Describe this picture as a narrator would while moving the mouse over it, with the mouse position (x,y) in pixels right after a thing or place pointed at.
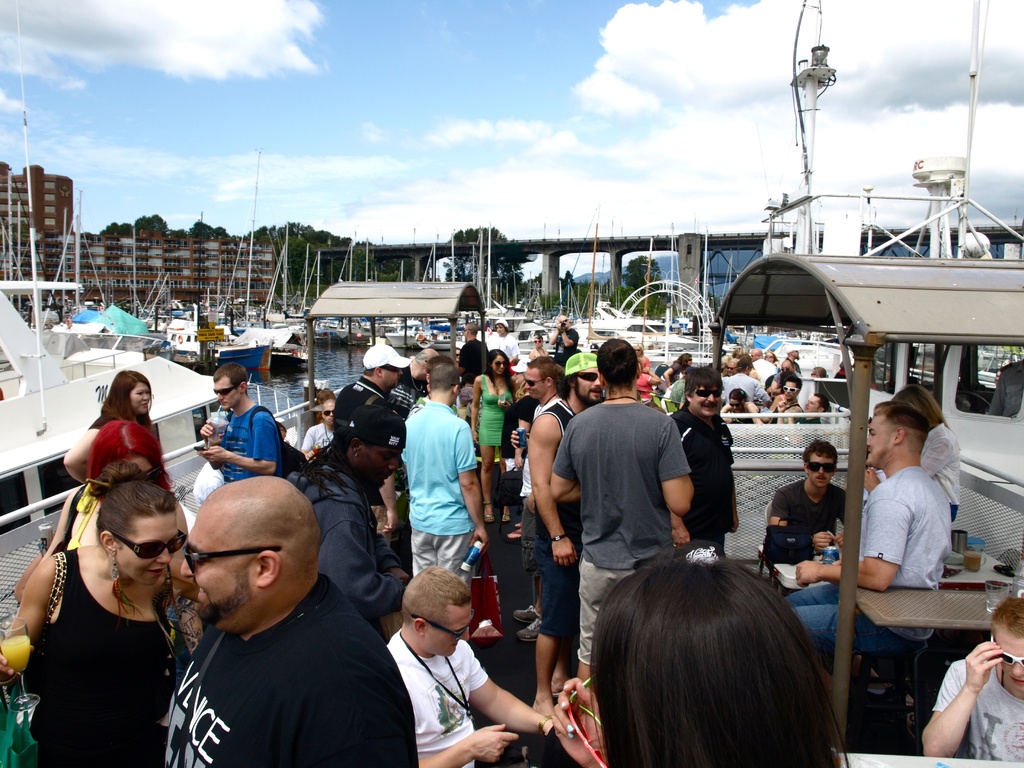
In this image there are group of people (237,518), it seems that they are in ship (798,464) and some of them are standing and some of them are sitting and holding glasses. On the right side (933,627) there are some tables (985,596), on the tables (985,596) there are some bottles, and glasses (999,596) and in the background (505,256) there are some boats (153,322), poles (208,327), trees (465,238), bridge (571,242), pillars (551,288), buildings (153,236) and some objects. At the top (611,62) there is sky (453,52), and in the center of the image (361,353) there is some water (328,356) visible.
